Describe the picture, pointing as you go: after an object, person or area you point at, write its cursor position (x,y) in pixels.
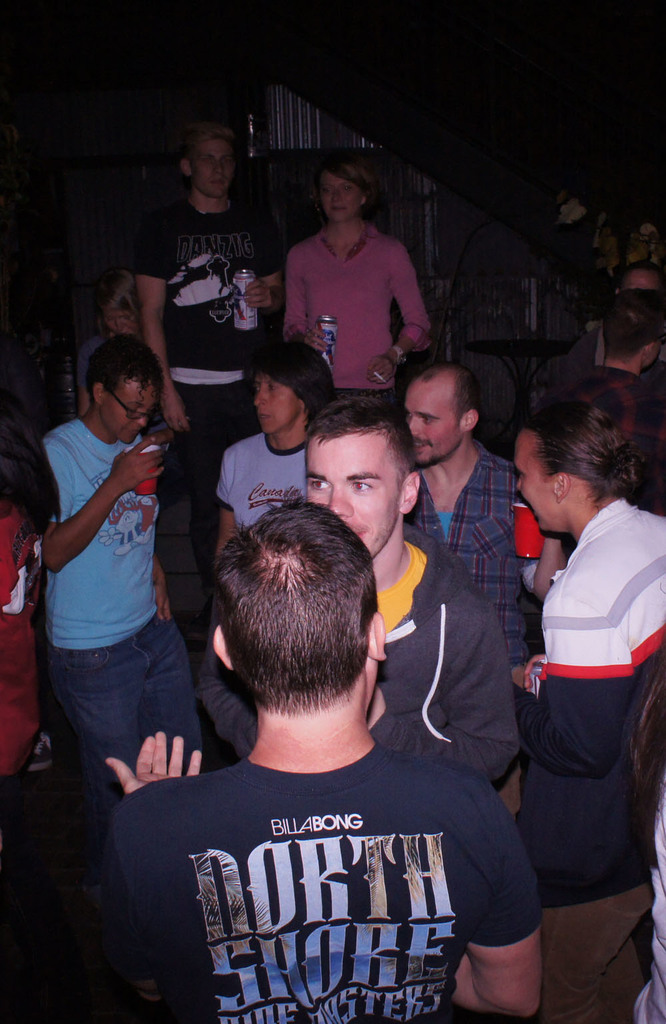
This picture describes about group of people (377,577), few people (348,304) are holding cans (326,328) and cups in their hands (308,331).
